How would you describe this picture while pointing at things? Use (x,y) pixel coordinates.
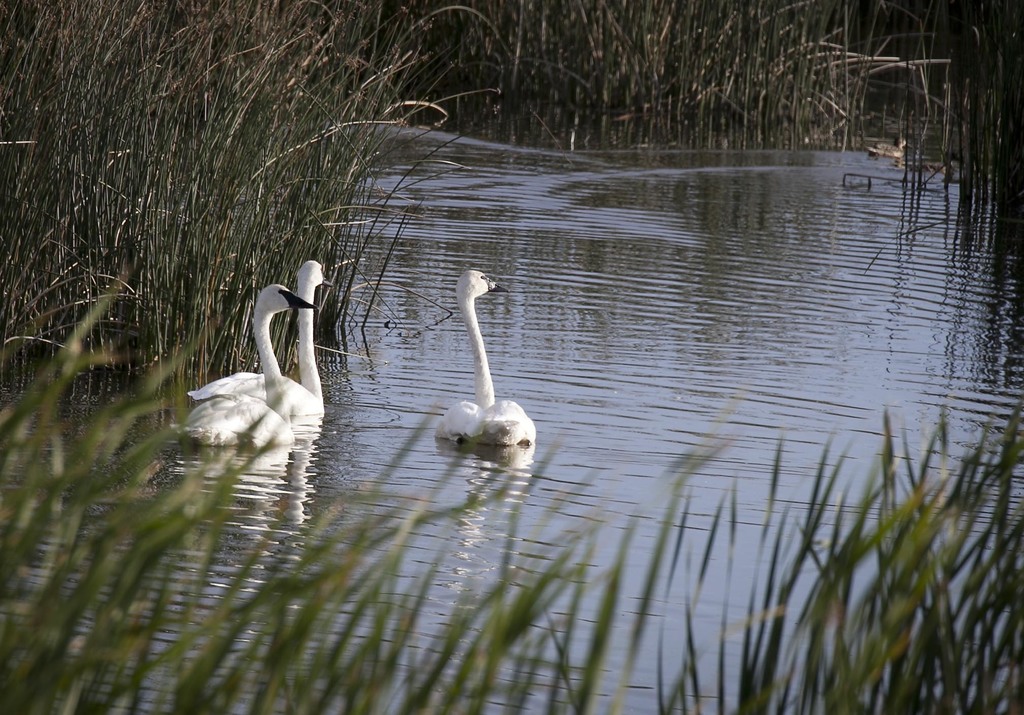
This image consists of three swans (281,392) in the water (406,435). They are in white color. At the bottom (52,603), there is grass (398,645). In the middle (595,306), there is water (751,297).
